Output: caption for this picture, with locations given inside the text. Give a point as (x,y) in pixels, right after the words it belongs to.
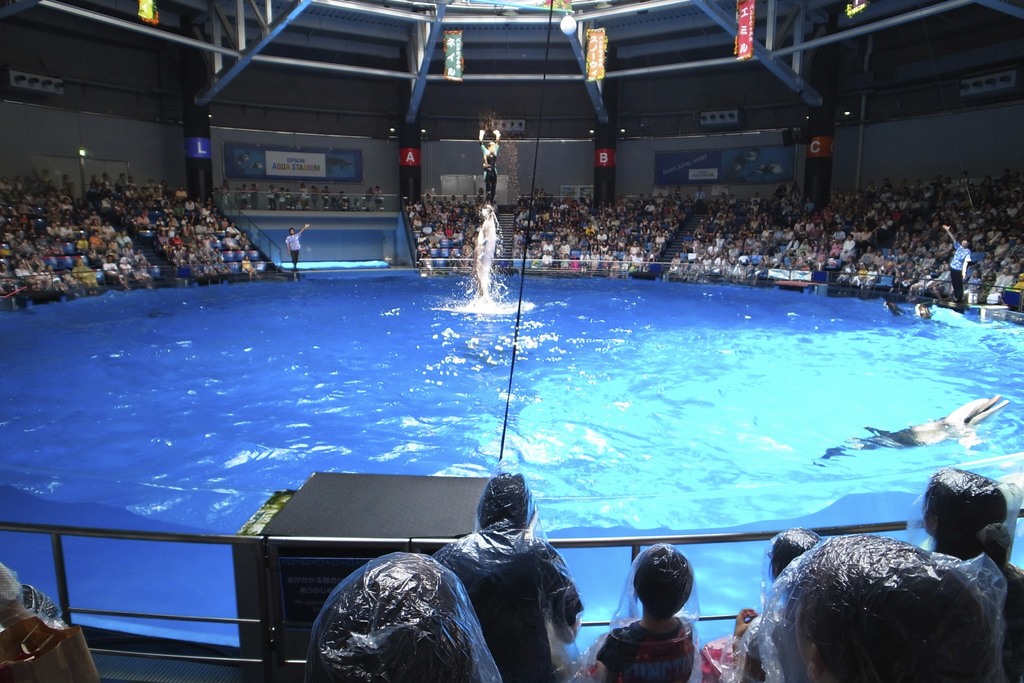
In this image we can see audience (341,681) are watching dolphin show (491,295). In the middle of the image (467,338), there is a pool (488,308). There is a roof (352,25) at the top of the image (236,27).
